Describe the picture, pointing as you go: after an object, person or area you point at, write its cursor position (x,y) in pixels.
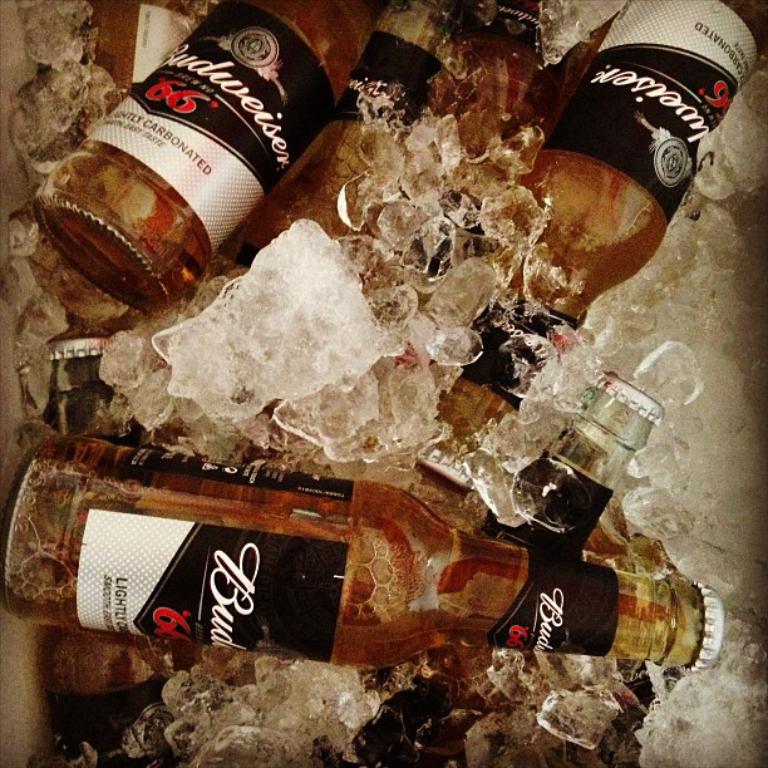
As we can see in the image, there are few bottles (188,651) in ice cubes (331,364).
